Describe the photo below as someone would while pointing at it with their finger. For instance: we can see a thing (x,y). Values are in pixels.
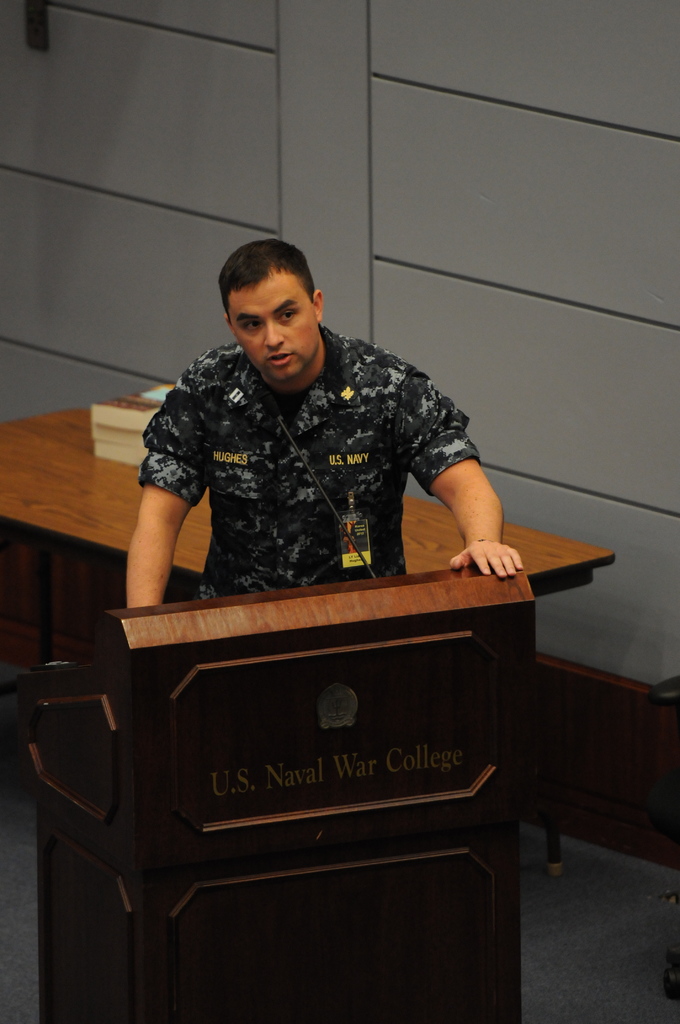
In this picture I can see a person (218,382) standing and talking in front of the mike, behind there is a table (7,507) placed.
